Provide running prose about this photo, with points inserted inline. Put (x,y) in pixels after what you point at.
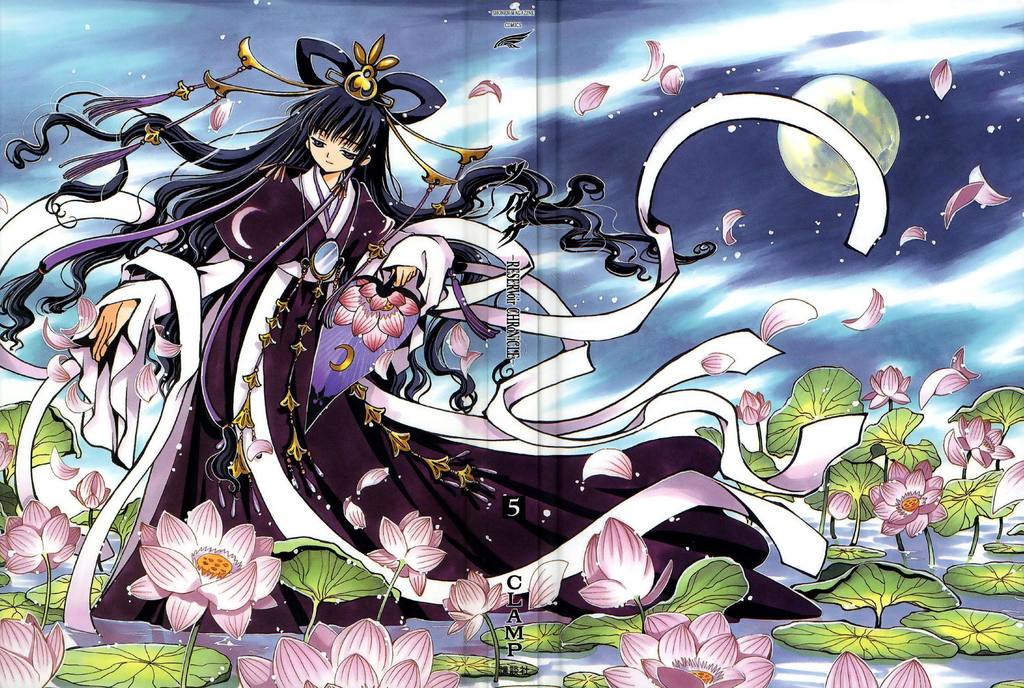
This is an animated image. In this image there is a girl (301,178). Also there is water (596,652) with flowers (744,658) and leaves (851,596). In the background (602,203) there is sky (582,67) with moon (806,135). Also there is a watermark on the image.
